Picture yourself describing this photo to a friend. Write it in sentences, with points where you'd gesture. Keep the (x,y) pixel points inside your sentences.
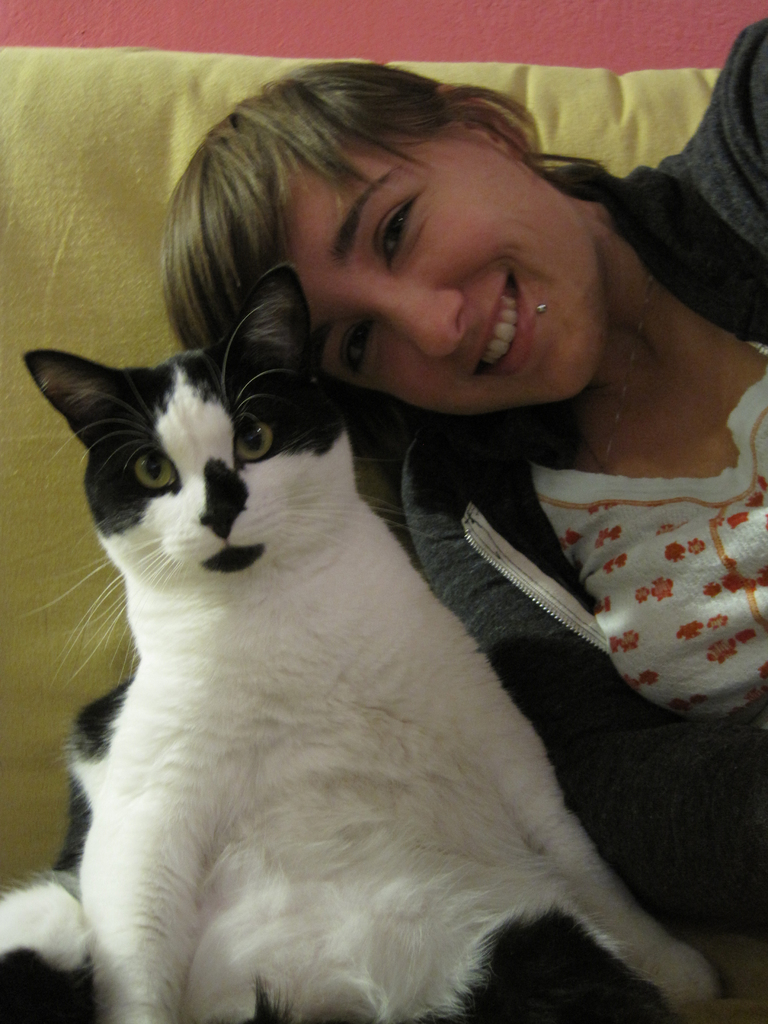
In this image i can see a woman (443,386) and a cat (332,559) sitting on a couch (76,322).
